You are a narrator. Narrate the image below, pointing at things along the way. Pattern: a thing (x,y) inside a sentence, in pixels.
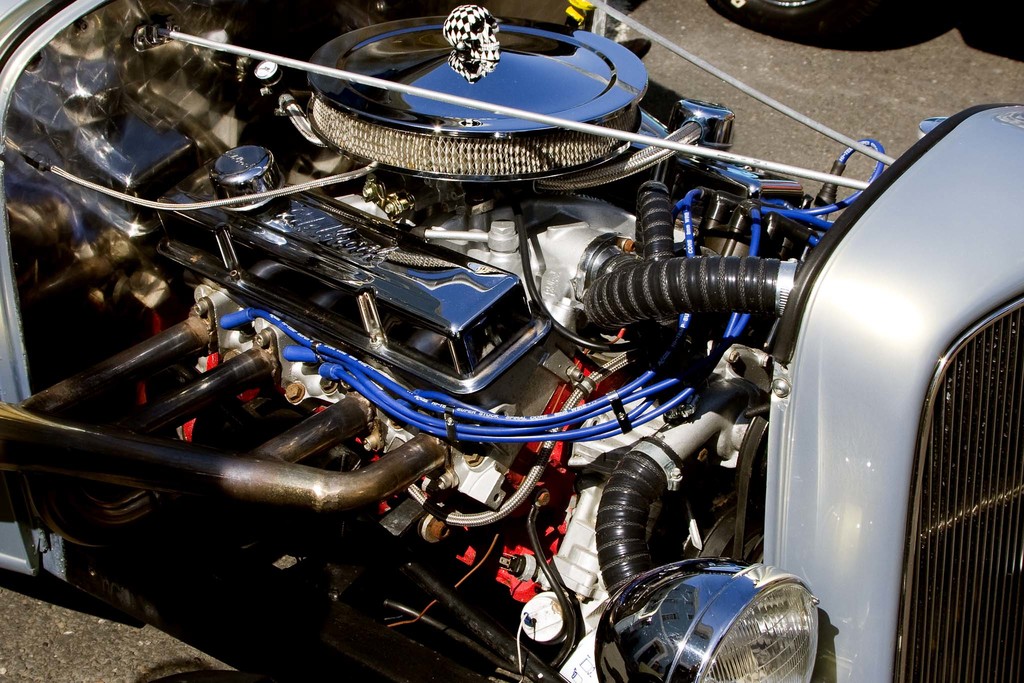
In this image we can see a part (379,301) of a car engine (375,335).
